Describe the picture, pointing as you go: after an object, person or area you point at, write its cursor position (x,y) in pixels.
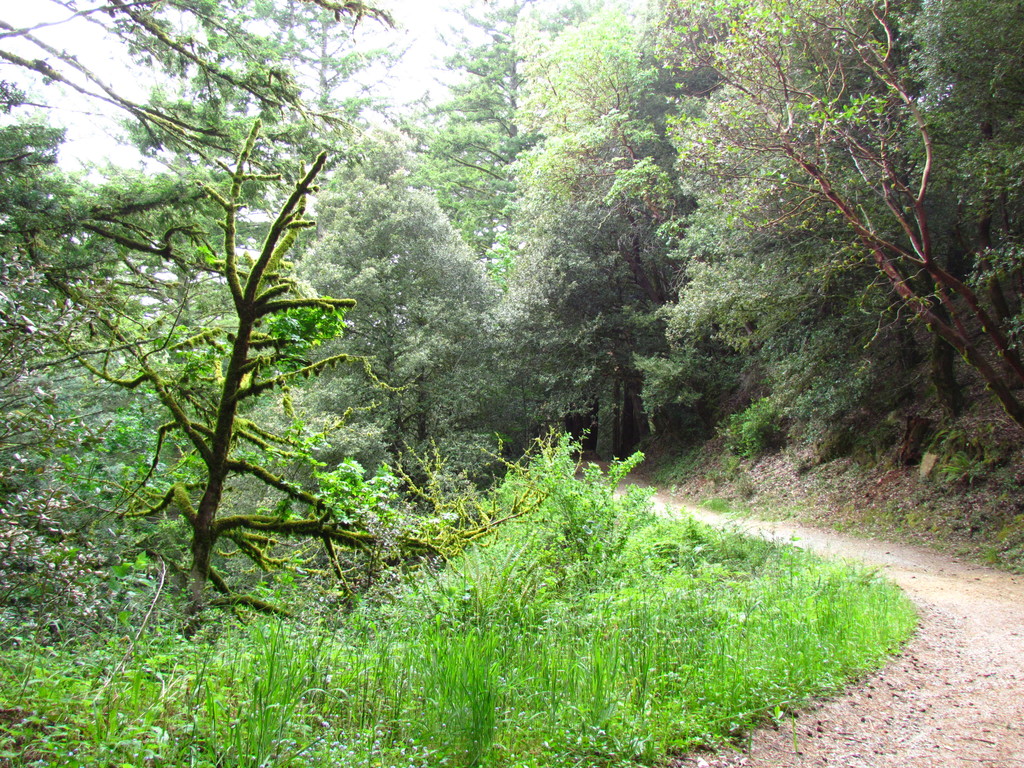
The picture consists of plants (544,734), grass (561,654) and trees (367,388). On the right there is path (925,576). On the top right (879,97) there are trees (825,314), dry leaves (843,493), plants (961,466) and soil (885,472).
